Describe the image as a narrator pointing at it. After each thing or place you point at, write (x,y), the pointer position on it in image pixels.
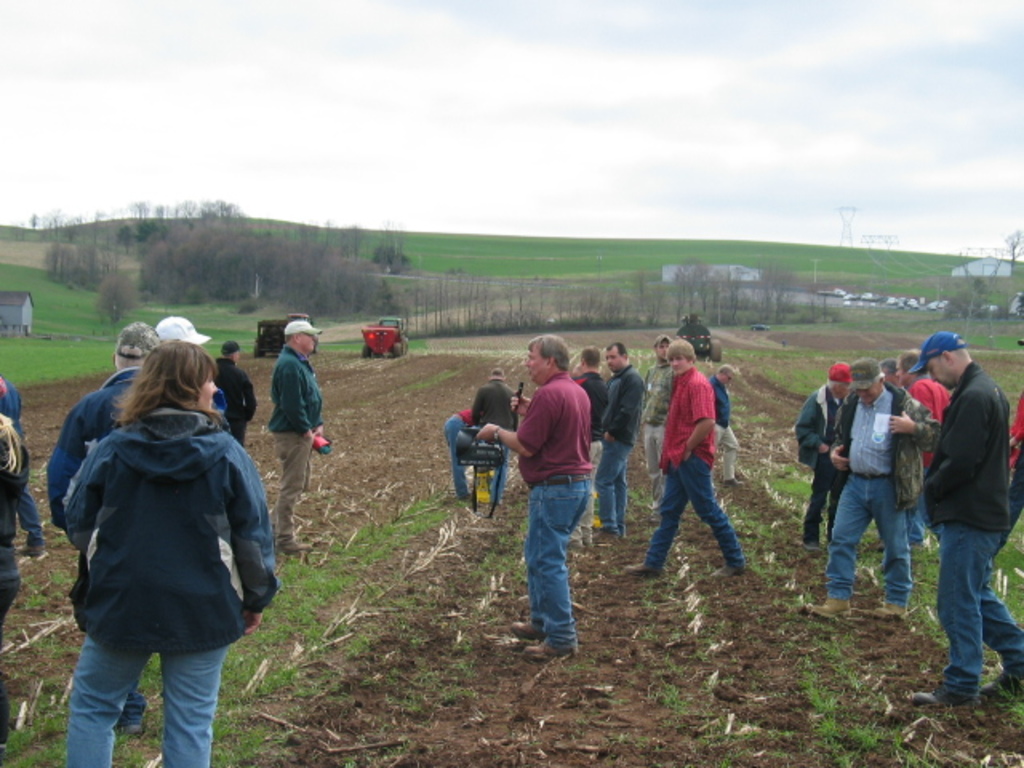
In the center of the image (557,445) we can see some persons (169,398) are standing and some of them are wearing jackets (303,414), hat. In the background of the image (200,285) we can see the trees (346,268), grass (633,272), houses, some vehicles (846,304), ground (388,397). At the top of the image (390,89) we can see the clouds (392,56) are present in the sky (440,80). At the bottom of the image (463,689) we can see the ground (439,647).
